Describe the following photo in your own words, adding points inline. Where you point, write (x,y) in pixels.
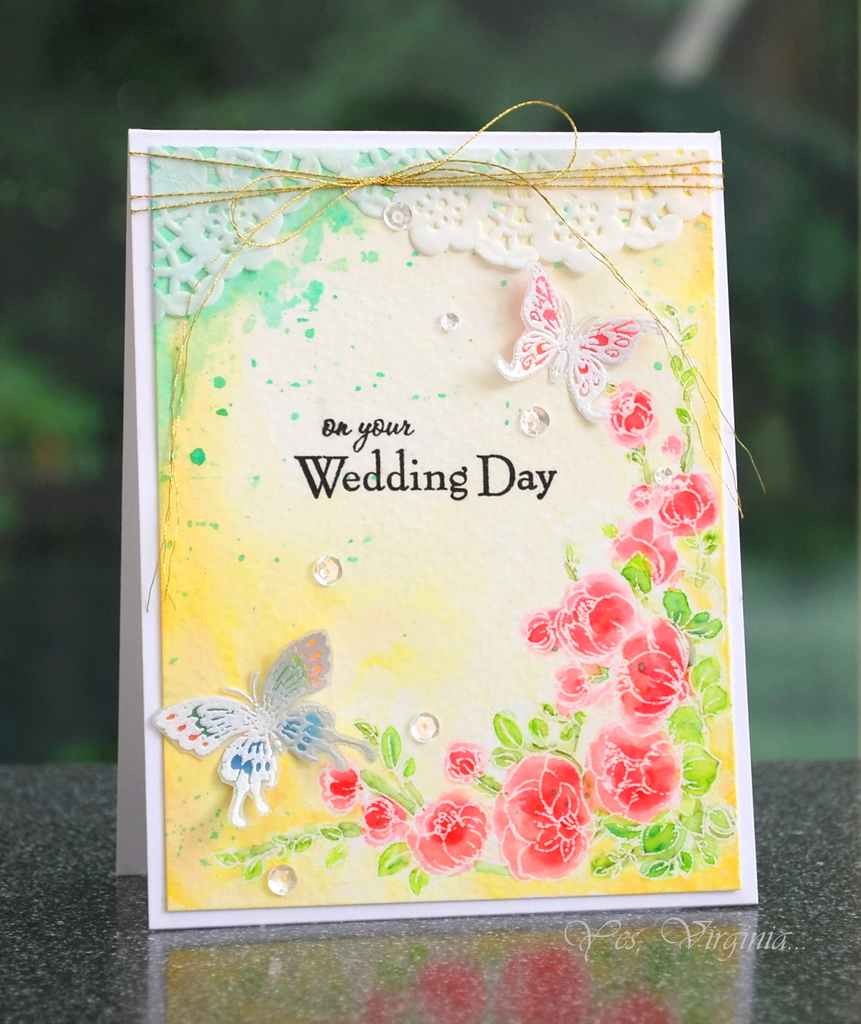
This image consists of a wedding card (470,827) is kept on a desk (237,973). In the background (74,60), there are trees (75,299).
